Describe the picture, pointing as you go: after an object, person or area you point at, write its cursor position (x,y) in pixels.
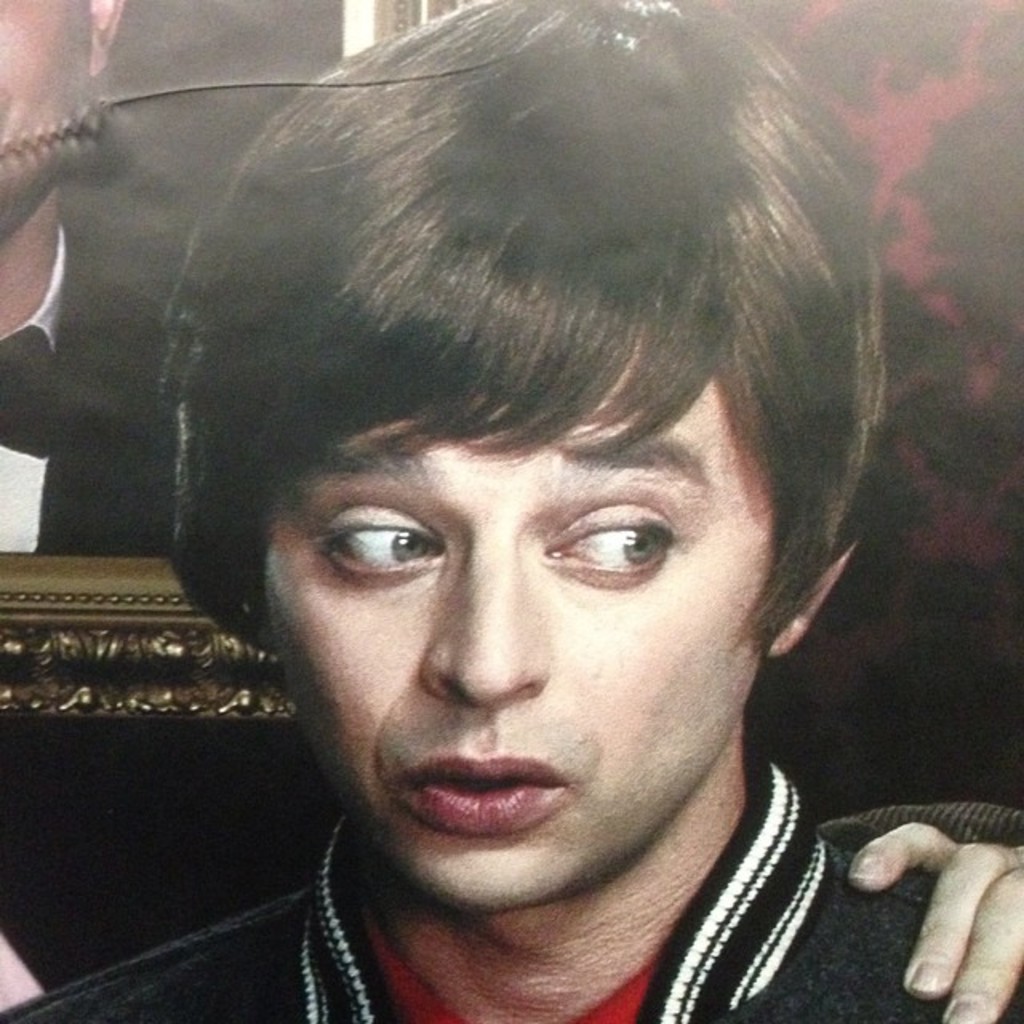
In this picture there is a man (707,598) in the center of the image (520,459) and there is a hand (946,931) in the bottom right side of the image (956,934), it seems to be there is a photograph (55,188) in the background area of the image (134,410).
